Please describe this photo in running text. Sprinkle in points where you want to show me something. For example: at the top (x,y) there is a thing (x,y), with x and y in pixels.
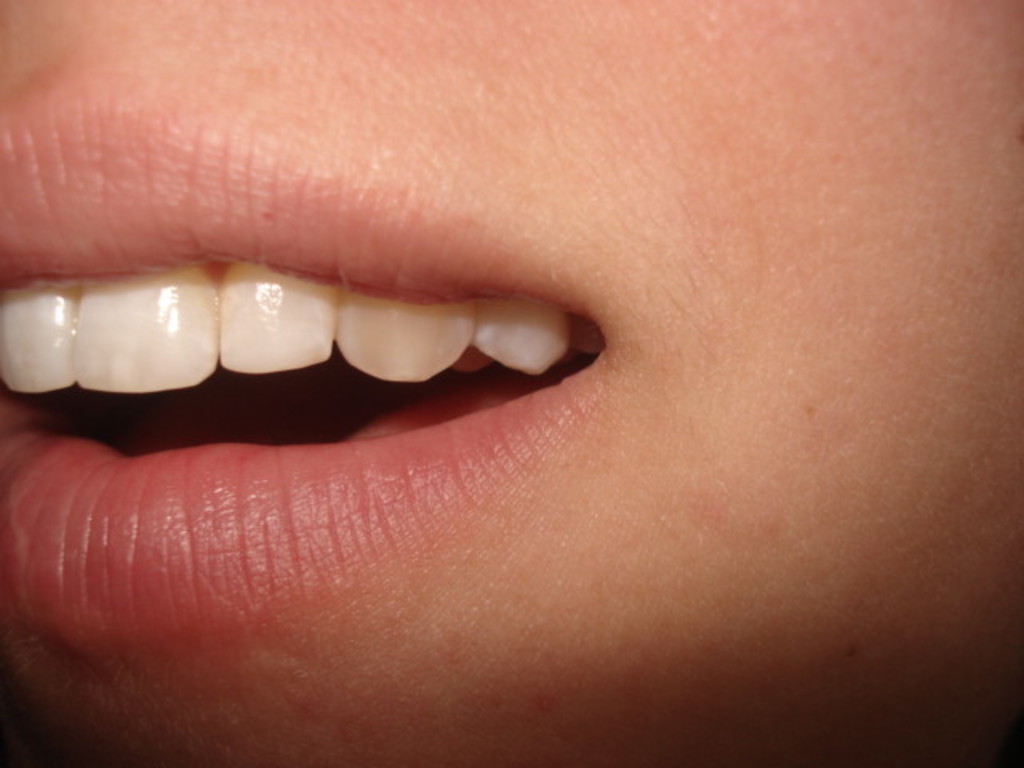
In this picture there are teeth (316,357) of a person (268,342) which are in white color and there are lips (144,268) above and below it which are in pink color.
